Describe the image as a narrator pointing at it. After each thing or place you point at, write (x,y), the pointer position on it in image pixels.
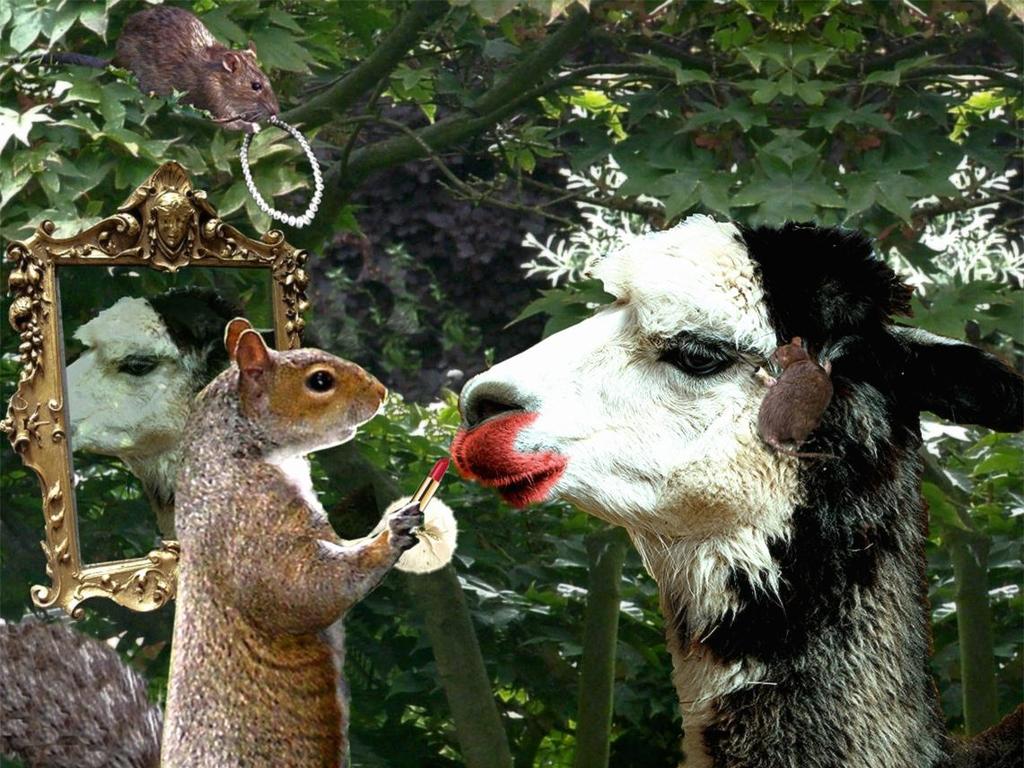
I see this is an edited image and I see a squirrel (273,472) over here which is holding 2 things (431,540) in hands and I see 2 rats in which this one is holding a thing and this one is on an animal (611,430) which is of white and black in color and I see a mirror (58,492) over here. In the background (430,223) I see the tree (496,262).
